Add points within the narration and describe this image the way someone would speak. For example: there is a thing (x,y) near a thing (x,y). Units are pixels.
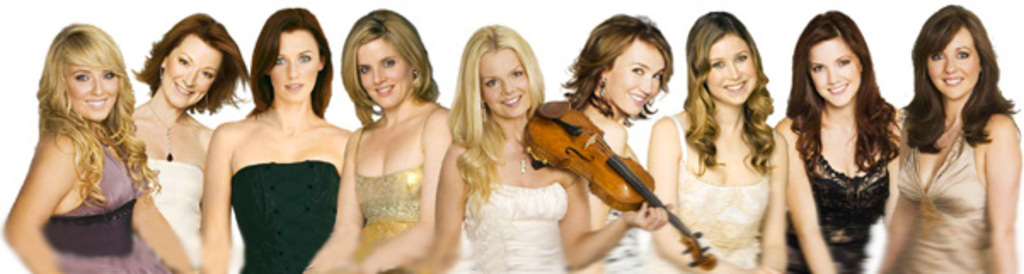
As we can see in the image there are group of people (752,96). The woman (545,186) who is standing in the middle (579,162) is holding violin (594,172).
